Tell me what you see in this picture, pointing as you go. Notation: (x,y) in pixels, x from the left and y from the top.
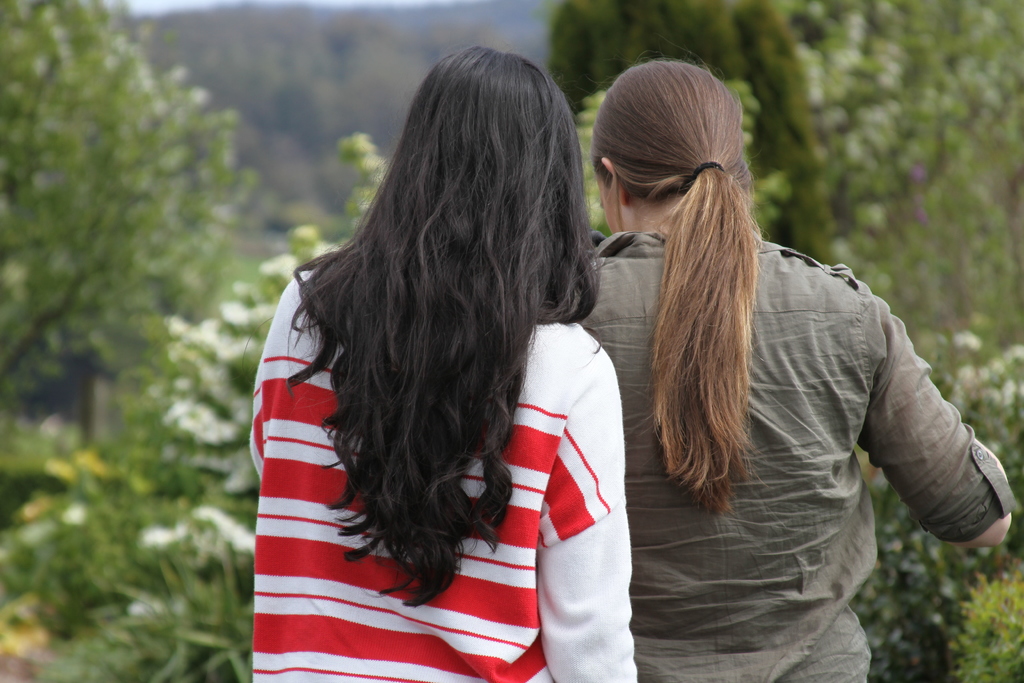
In the middle of the image (495,354), there are two women (559,497) standing. In the background (137,160), there are trees (869,100). And the background (950,272) is blurred.
